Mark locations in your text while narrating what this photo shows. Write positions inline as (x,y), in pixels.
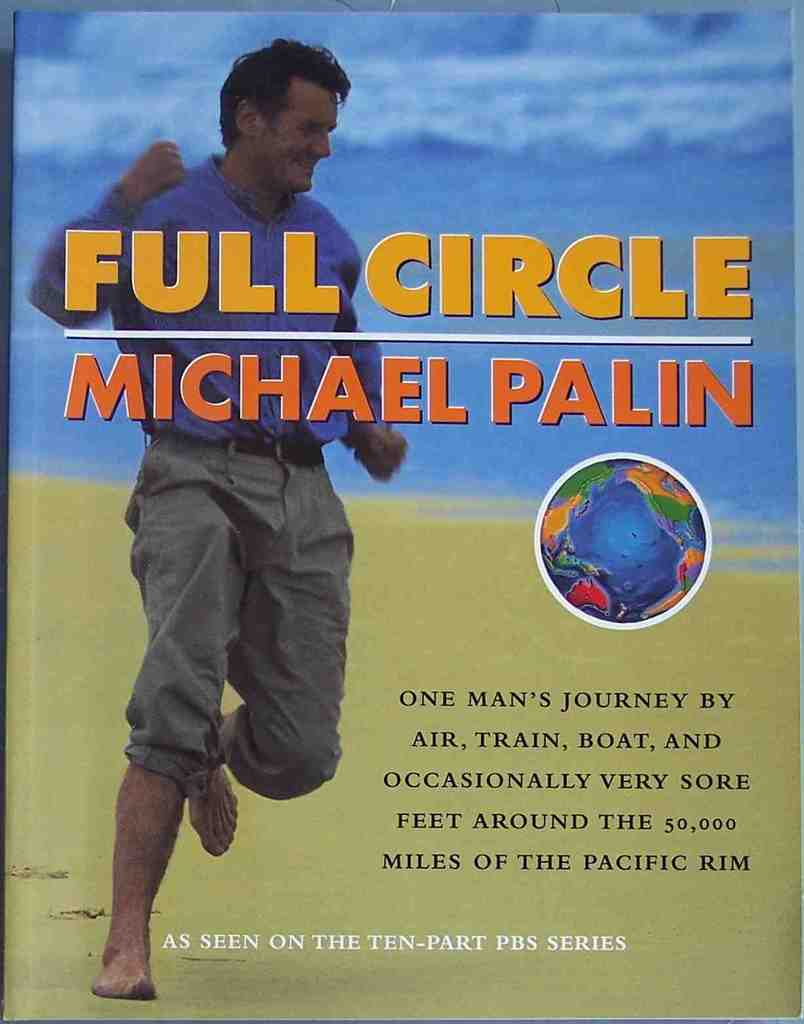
In this picture we can see an object (658,55) seems to be a poster (386,175). On the left (214,201) we can see a person (251,707) seems to be running and we the picture (624,554) of a globe (646,480) and we can see the text (664,862). In the background (577,195) we can see the sky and some other objects (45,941).
